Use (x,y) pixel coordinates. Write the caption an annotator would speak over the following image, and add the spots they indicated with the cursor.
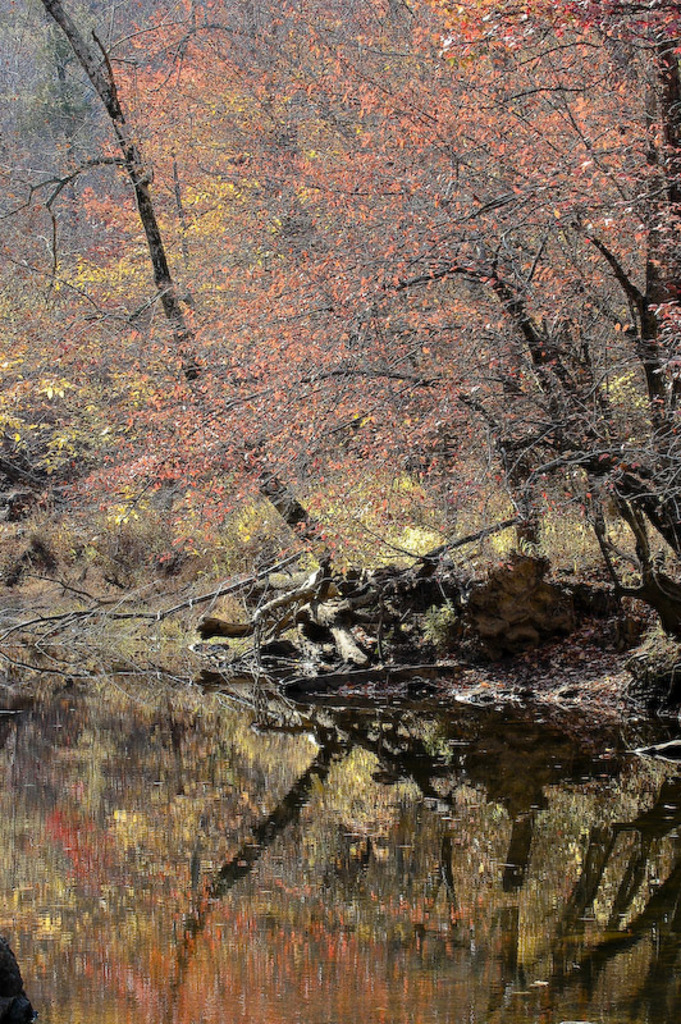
In this picture we can see water (177,804) and few trees (213,345).
